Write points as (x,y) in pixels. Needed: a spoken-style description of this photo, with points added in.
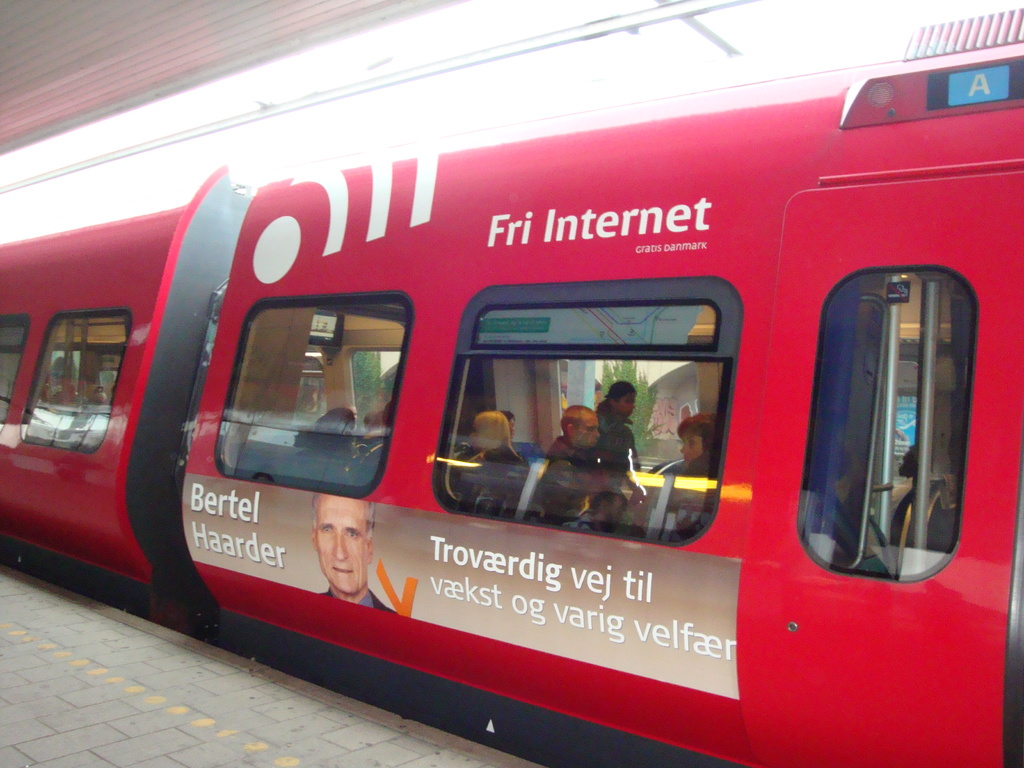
In this image there a platform (168,721) at the bottom (148,719). There is a train (54,267) and there are glass windows (701,377) in the foreground (638,671) in which we can see people (684,445) and trees (645,377) in the background (633,417).
